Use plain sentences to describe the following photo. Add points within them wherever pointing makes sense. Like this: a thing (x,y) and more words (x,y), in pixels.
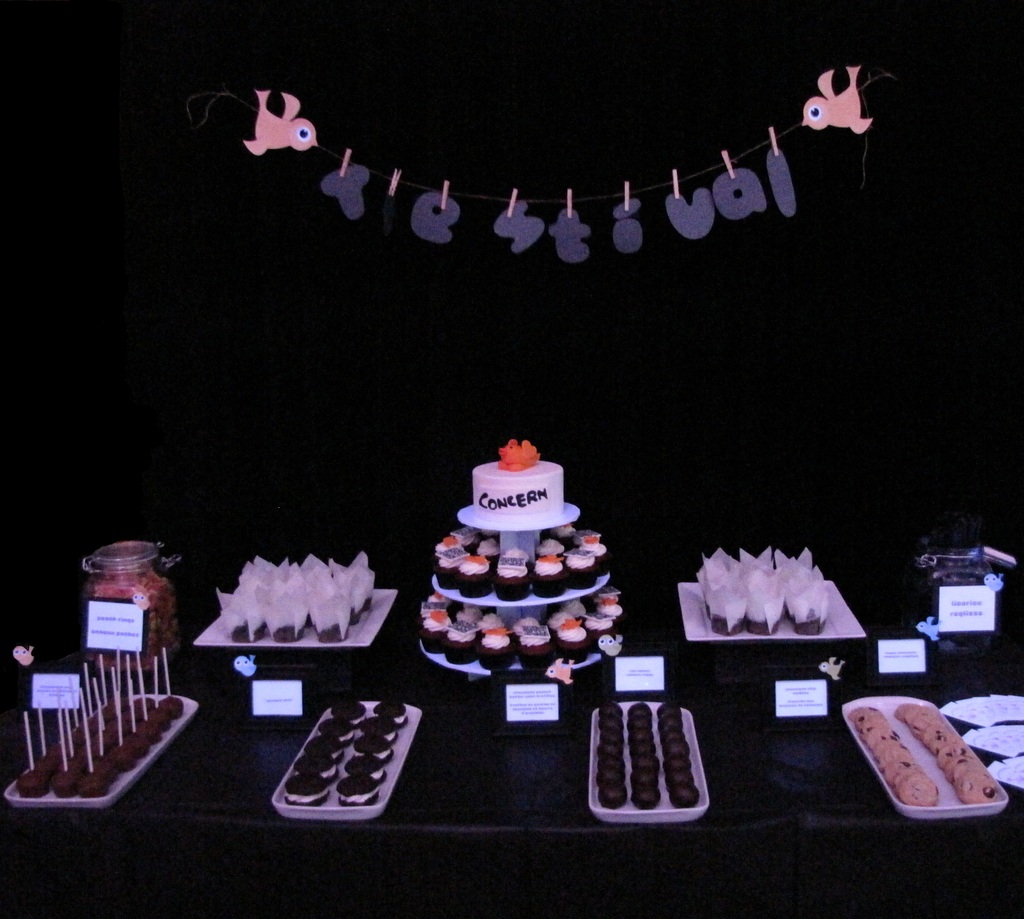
In this image, we can see some food items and we can see some cupcakes (495,564).
